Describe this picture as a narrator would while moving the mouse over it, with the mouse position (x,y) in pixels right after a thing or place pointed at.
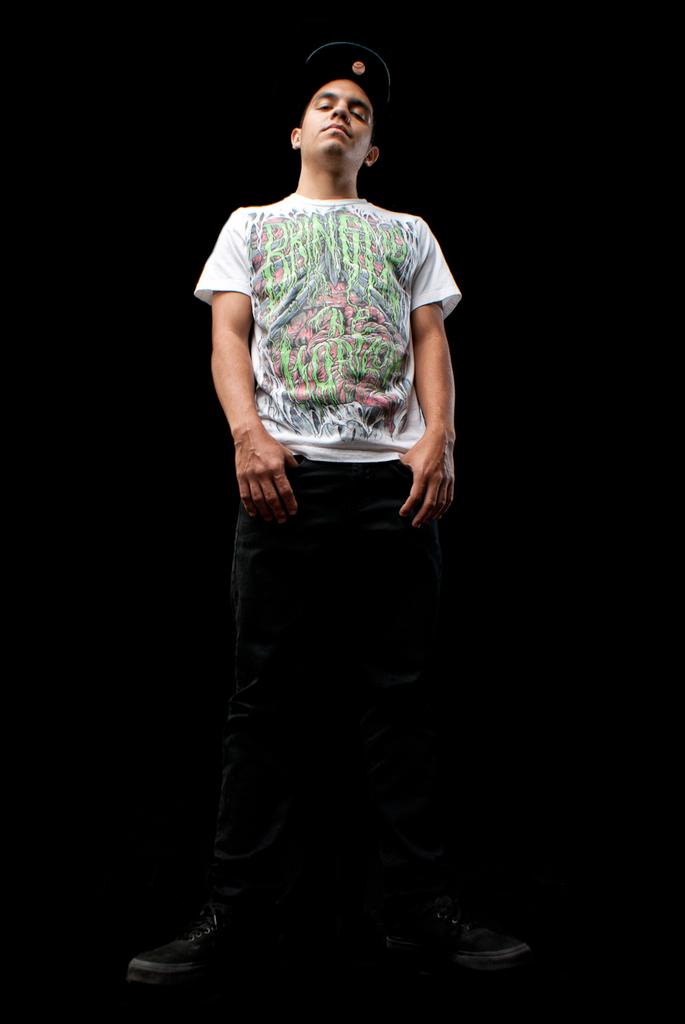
In this picture we can see a man (280,378) in a white t shirt (287,332). Behind the man (309,281), there is a dark background (116,821).
